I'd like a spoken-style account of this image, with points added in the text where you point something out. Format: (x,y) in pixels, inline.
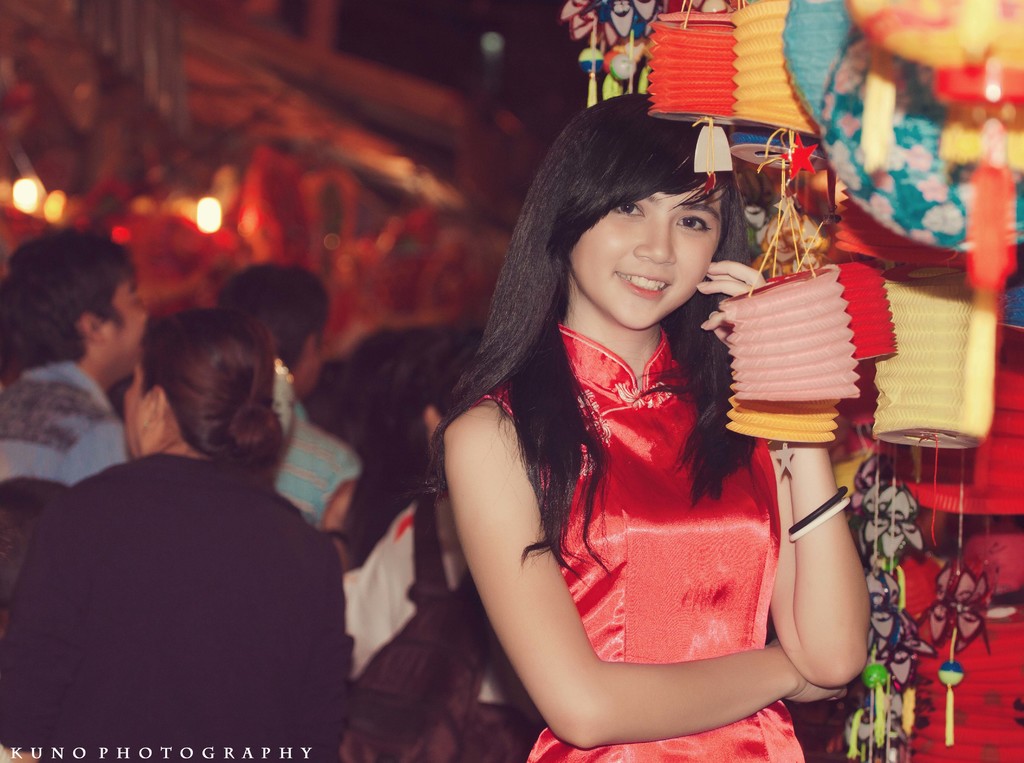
In this image, there are group of people (595,503) wearing clothes (257,496). There are decors (771,105) in the top right of the image (943,130).
